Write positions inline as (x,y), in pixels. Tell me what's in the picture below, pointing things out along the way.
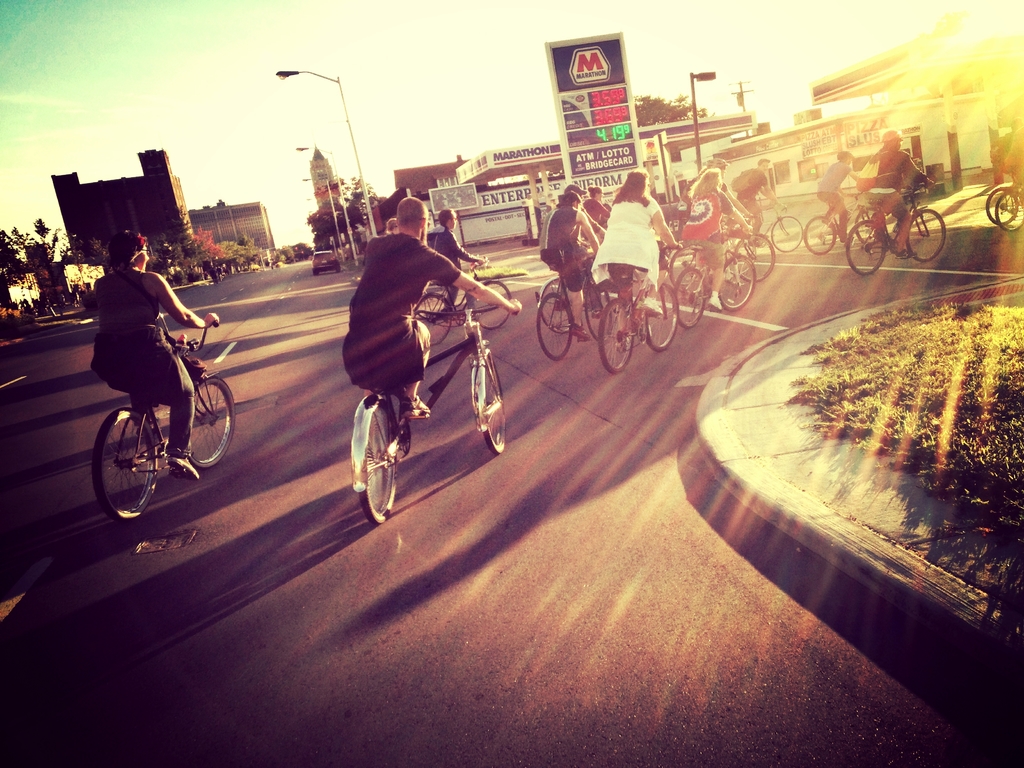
There are people (404,295) riding bicycles (199,440) on the road (532,501) and we can see grass (912,458). In the background (251,216) we can see buildings (413,182), lights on poles (362,186), board (624,68), car (328,260), trees (315,217) and sky (493,67).
